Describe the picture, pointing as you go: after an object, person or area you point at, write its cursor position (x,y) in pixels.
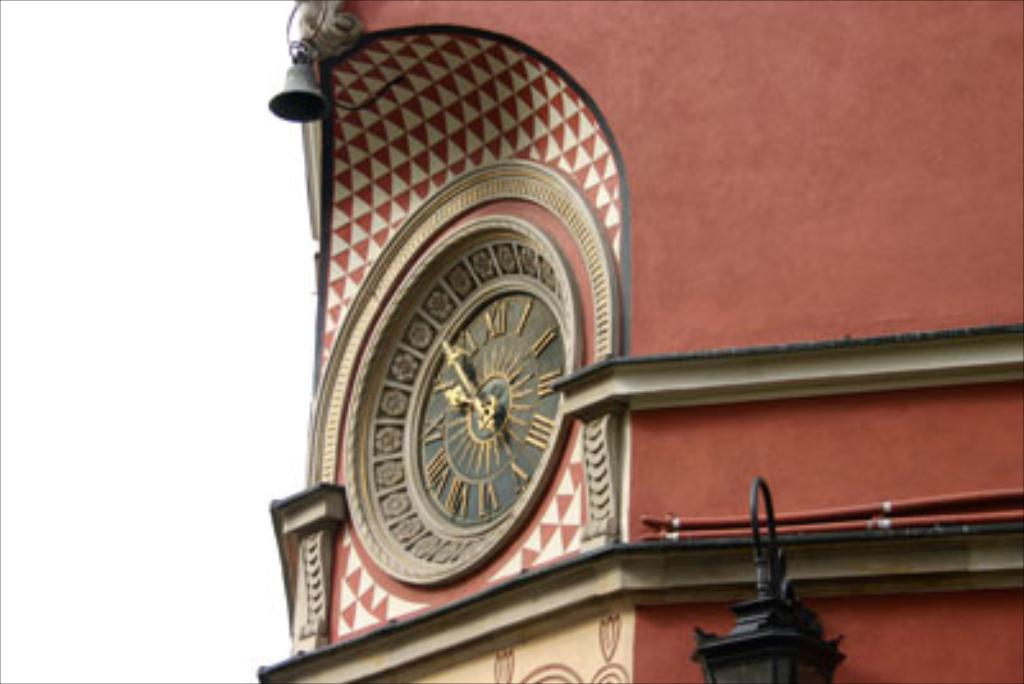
This image consists of a clock (564,363) on the wall (635,301). At the top (308,74), there is a bell (291,108). At the bottom (723,654), we can see a light (781,634). It looks like a building (741,525).
